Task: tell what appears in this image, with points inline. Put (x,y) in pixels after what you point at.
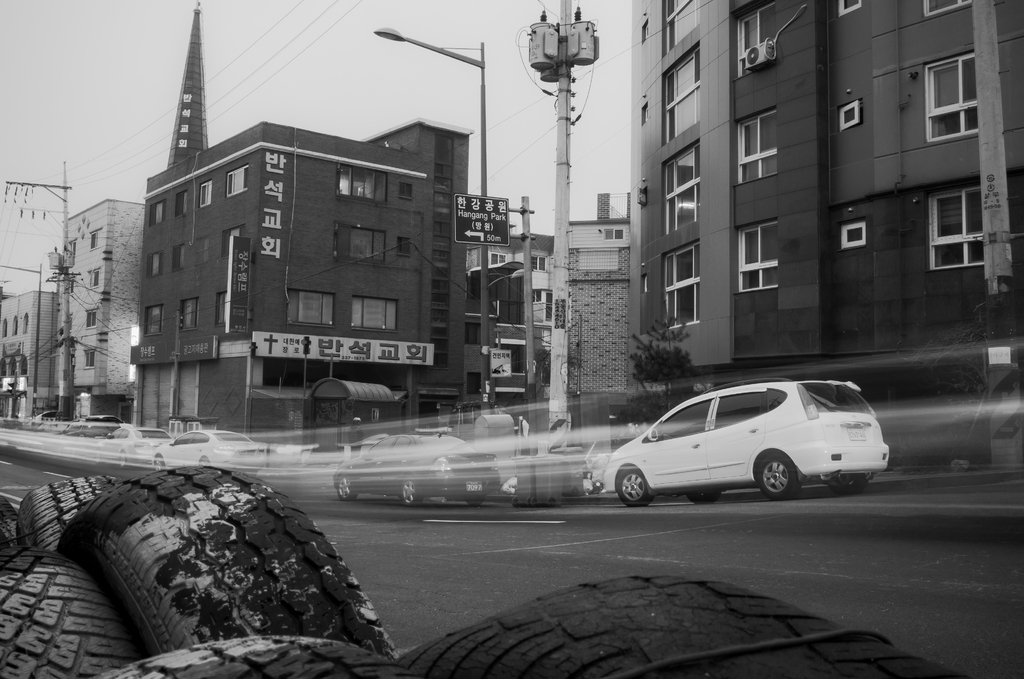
It is a black and white image. On the left side (253,611) there are Tyres (346,584), in the middle (431,445) few cars (657,461) are moving, on the right side (691,180) there are buildings (592,237).
